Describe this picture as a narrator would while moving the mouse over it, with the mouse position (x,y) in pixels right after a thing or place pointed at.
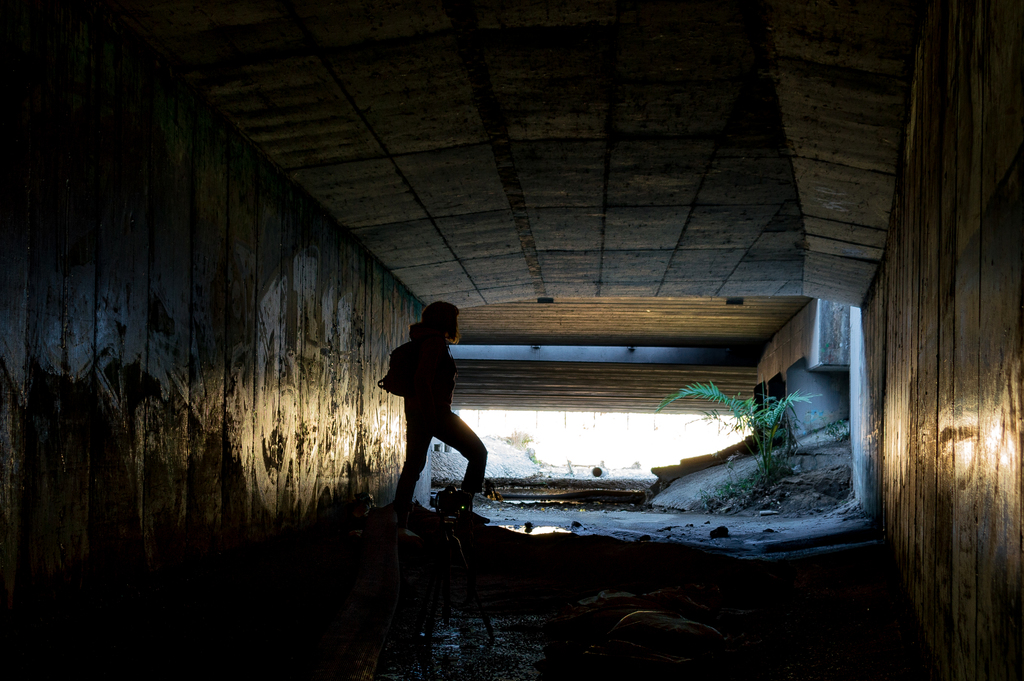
In this picture, there is a tunnel (382,310). In the center (407,439), there is a woman (449,310) carrying a bag (398,355). Towards the right (739,430), there is a plant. On three sides of the tunnel (87,437), there are cement tiles (858,298).
